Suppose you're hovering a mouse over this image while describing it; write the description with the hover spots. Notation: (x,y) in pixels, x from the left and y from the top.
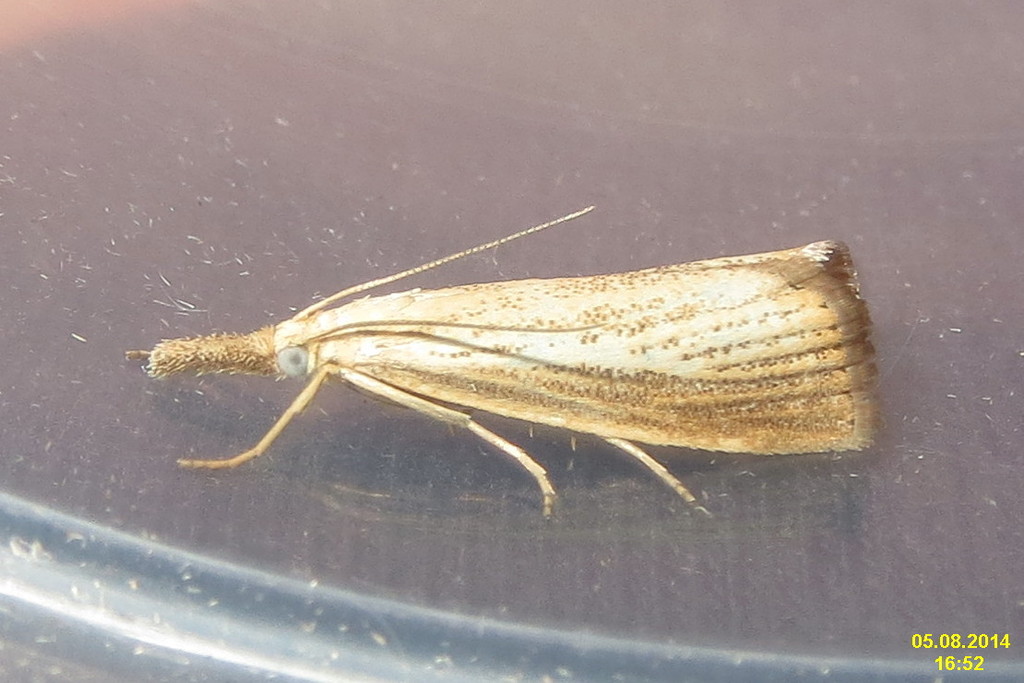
In this picture we can see an insect (496,358) on an object (494,463) and on the image there is a watermark (948,655).
